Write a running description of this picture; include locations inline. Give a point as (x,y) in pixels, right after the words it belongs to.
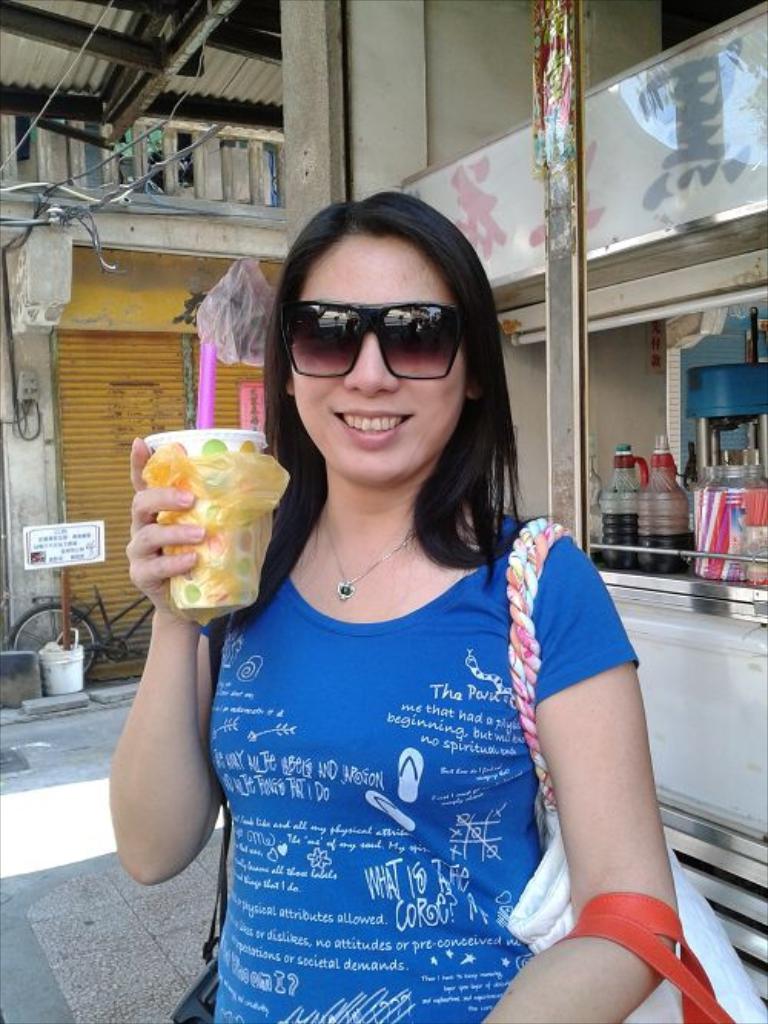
In this image there is a woman (264,765) standing and wearing a handbag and holding a glass of drink (236,544), behind her there is a stall (638,215), on which there are a few objects (708,441). In the background (178,295) there is the building (88,458), in front of the building (14,595) there is a bucket (57,676) and a bicycle (54,605).
